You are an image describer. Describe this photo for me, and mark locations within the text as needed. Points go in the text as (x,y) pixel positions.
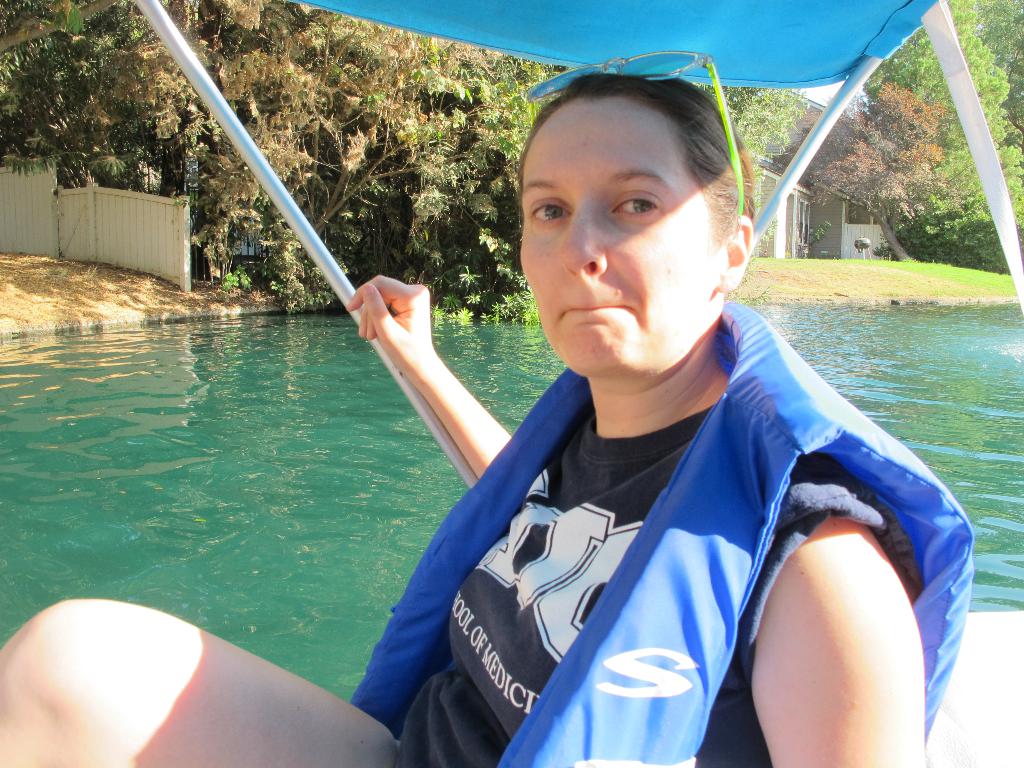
The woman (645,710) in front of the picture wearing black t-shirt (531,579) and blue jacket (644,550) is sitting in the boat (948,747). Beside her, we see water (324,464) and we even see metal railing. There are many trees (952,162) and buildings (792,252) in the background (894,235). We even see grass (866,264).
